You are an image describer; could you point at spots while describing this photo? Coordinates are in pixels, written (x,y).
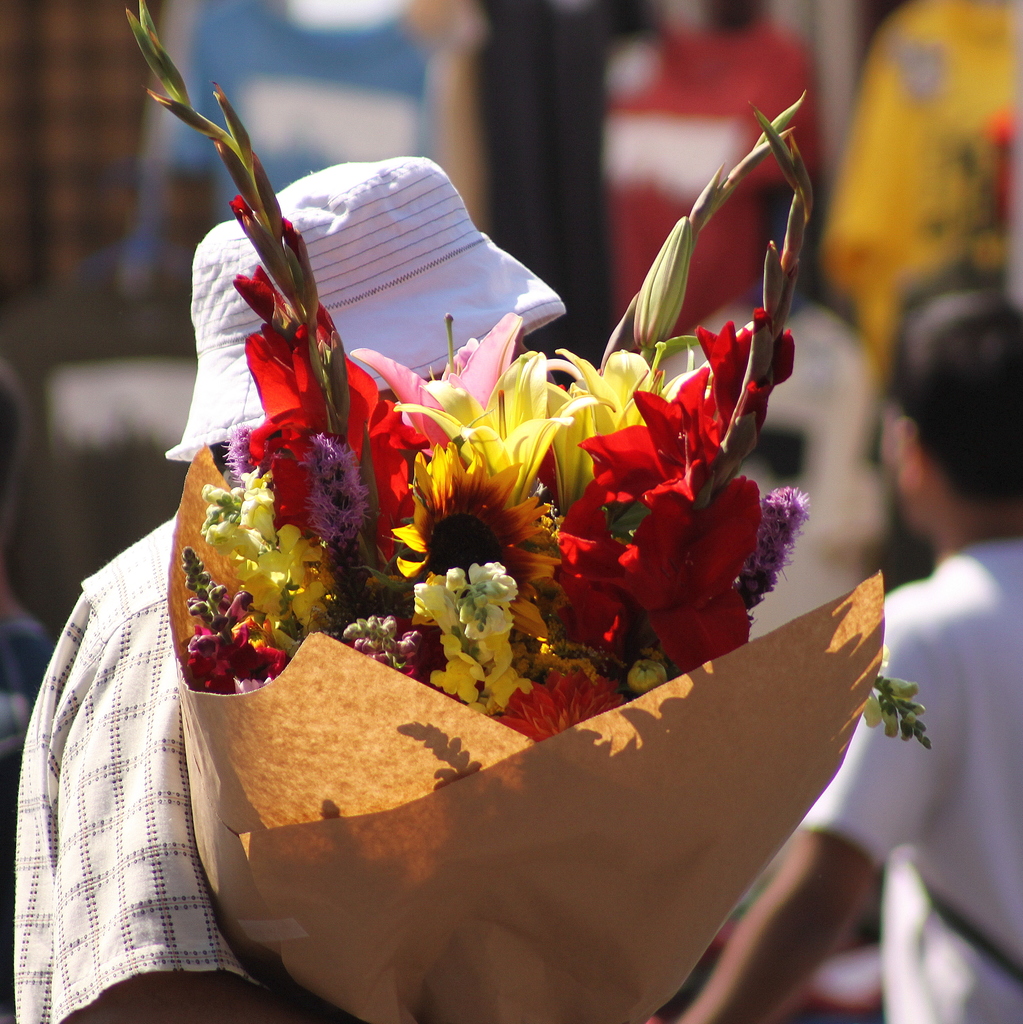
In this picture there is a person (87,937) holding different types of flowers (591,555). At the back (960,310) there are group of people (960,310) and the image is blurry.
